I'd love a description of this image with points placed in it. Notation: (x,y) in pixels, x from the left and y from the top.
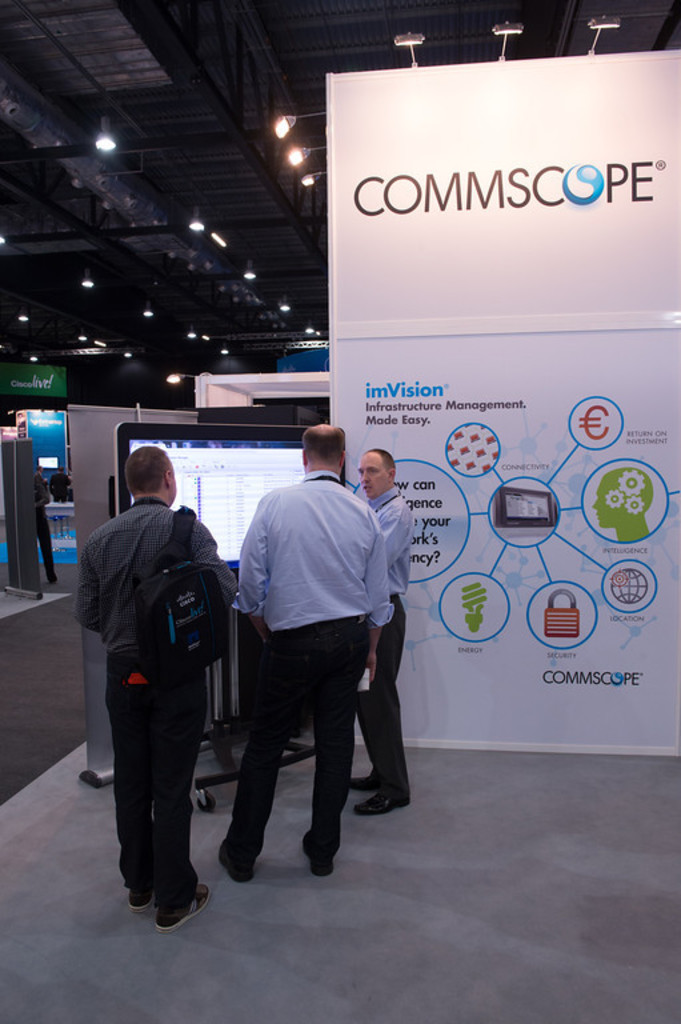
There are three people (331,568) standing. This looks like a screen (224,428) with the display (241,539). I think these are the hoardings (551,296) with the letters (412,208) and pictures (527,535) on it. I can see the lights (300,157), which are attached to the ceiling (234,288). On the left side of the image (49,565), I can see another person (40,483) standing. I think this is a banner (23,518). This looks like the floor (376,916).
